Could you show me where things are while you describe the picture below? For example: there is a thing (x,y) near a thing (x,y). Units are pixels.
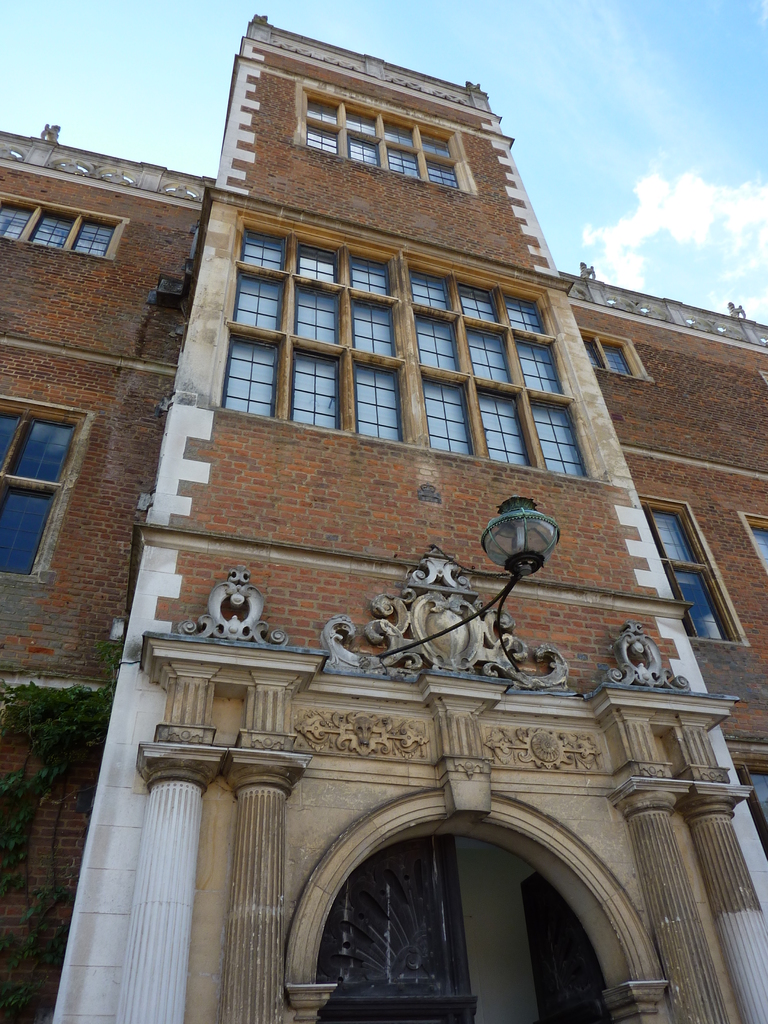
In this image, in the middle (437,584) there is a building (419,819). At the bottom (419,799) there is a light (539,531), arch (543,844). At the top (524,181) there are clouds (706,215) and sky (592,159).
